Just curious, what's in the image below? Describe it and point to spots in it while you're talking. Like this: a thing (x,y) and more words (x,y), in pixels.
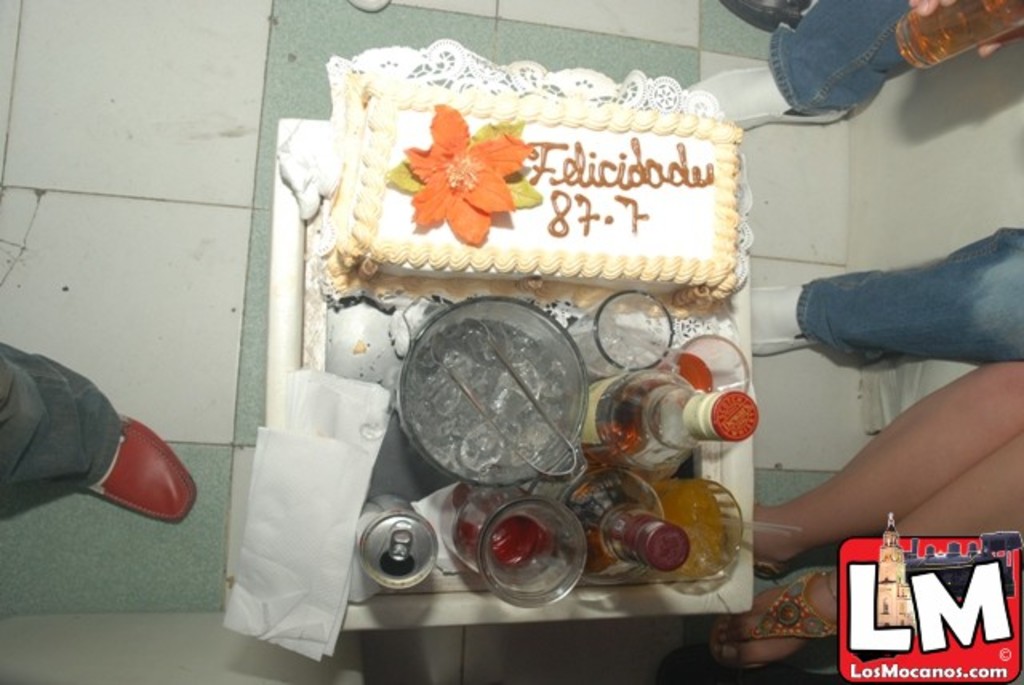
In the image there is a table (300,599). On the table (745,325) there is cake (466,230), a bowl (487,321) with ice cubes (456,411), tongs (479,407), can (393,524), glasses (485,524) and bottles (644,454) with a drink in it. And also there are tissues (297,576). And there are legs (871,290) of few people (868,304). And there is a person (924,2) holding a glass (948,43) with a drink (958,30) in it.
